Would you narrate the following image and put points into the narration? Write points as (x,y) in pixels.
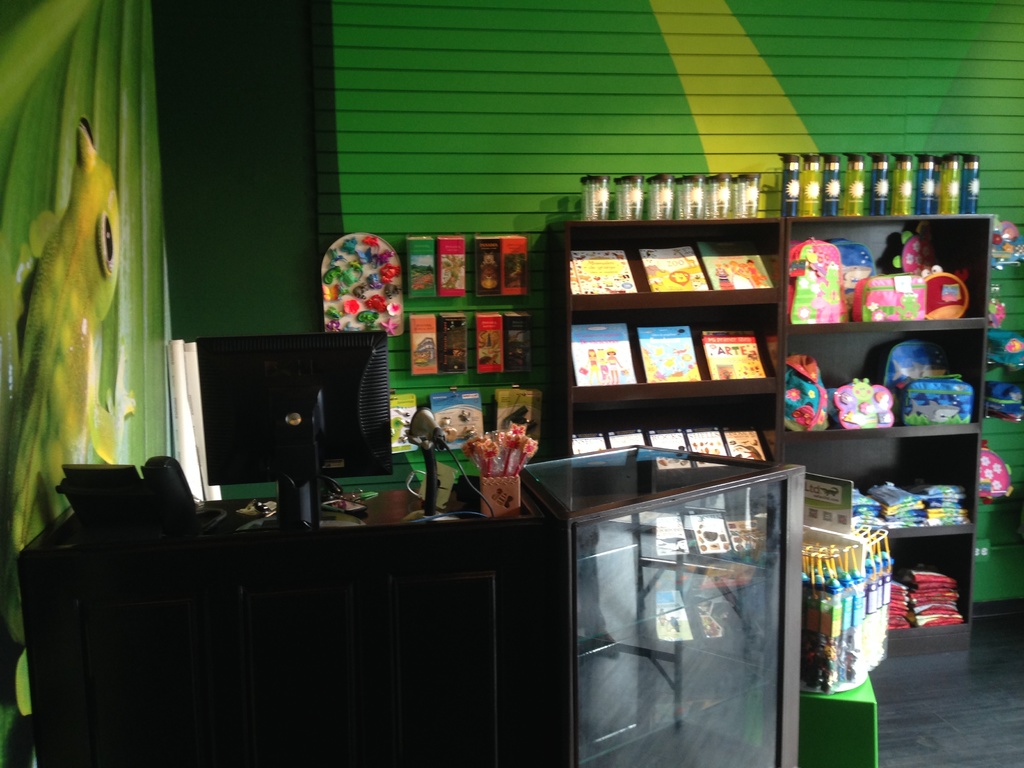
In this image there is a table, on which system (332,440), cable cord (420,521), box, telephone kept on it visible in the foreground (319,440), in the middle (622,269) there is a rack (688,321) in which there are some boxes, toys (871,307), glass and bottles (787,195) kept on top of cupboard (708,294), there is a green color wall (574,102), there are some boxes (410,287) attached to the wall (437,160) visible in the middle (481,326) and there is a green color table (848,700) at the bottom (852,698), on which I can see some objects (838,598).
